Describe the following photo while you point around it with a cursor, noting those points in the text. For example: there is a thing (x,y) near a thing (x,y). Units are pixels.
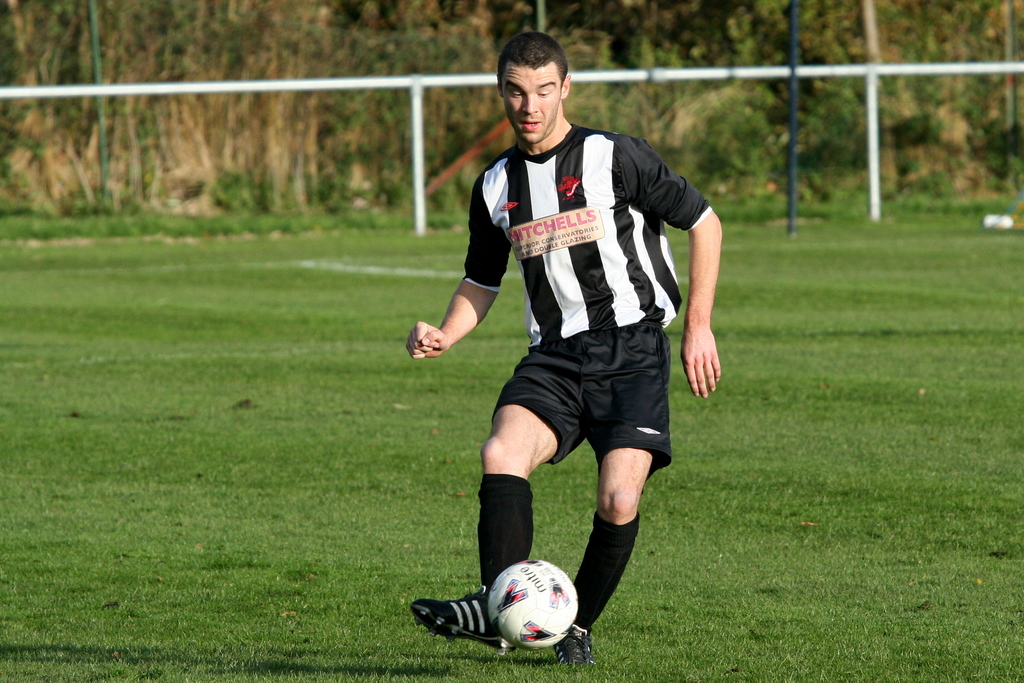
This picture is clicked in a ground (704,640). In the middle of this picture (543,292), we see a man (569,287) wearing black and white T-shirt (566,304) is playing football and the ball (519,582) is white in color. Behind him, we see some iron rods (415,85) and behind that, we see trees (709,50).
